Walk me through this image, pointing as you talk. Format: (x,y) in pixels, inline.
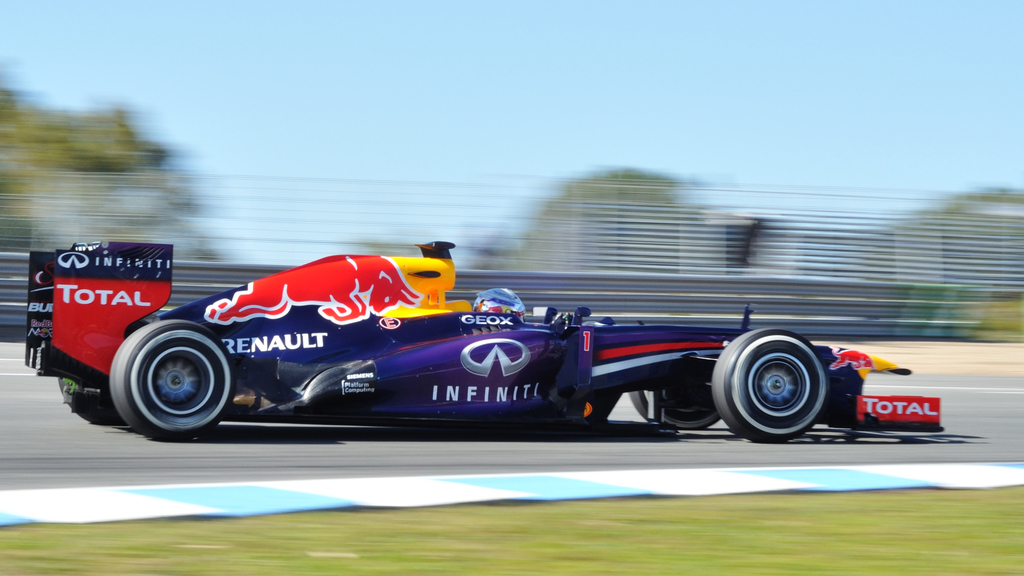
In the center of the image (384,347) we can see a racing car (284,400) on the road (373,471). In the background (327,194) there are trees (85,123) and sky (678,172).
